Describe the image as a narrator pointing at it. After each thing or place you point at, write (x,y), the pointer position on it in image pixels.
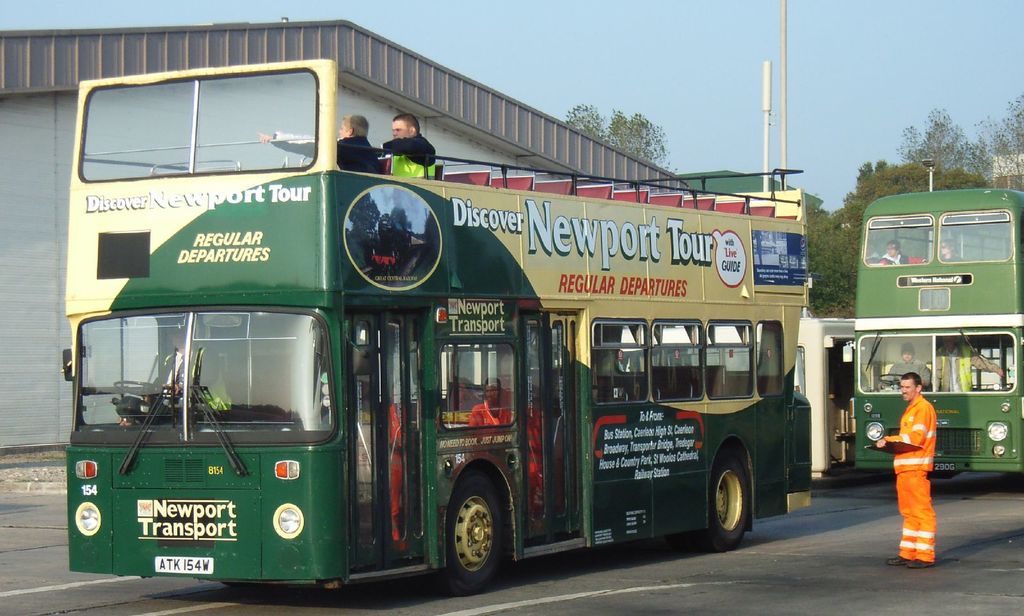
In this image we can see people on the buses (651,361) and in the background (415,88), there is a shed (494,104) and we can see trees (950,173), poles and a stand (826,349) and there is a person (914,456) wearing uniform (915,469) and holding an object (891,448). At the bottom (738,580), there is road (723,583) and at the top (655,44), there is sky (672,73).
